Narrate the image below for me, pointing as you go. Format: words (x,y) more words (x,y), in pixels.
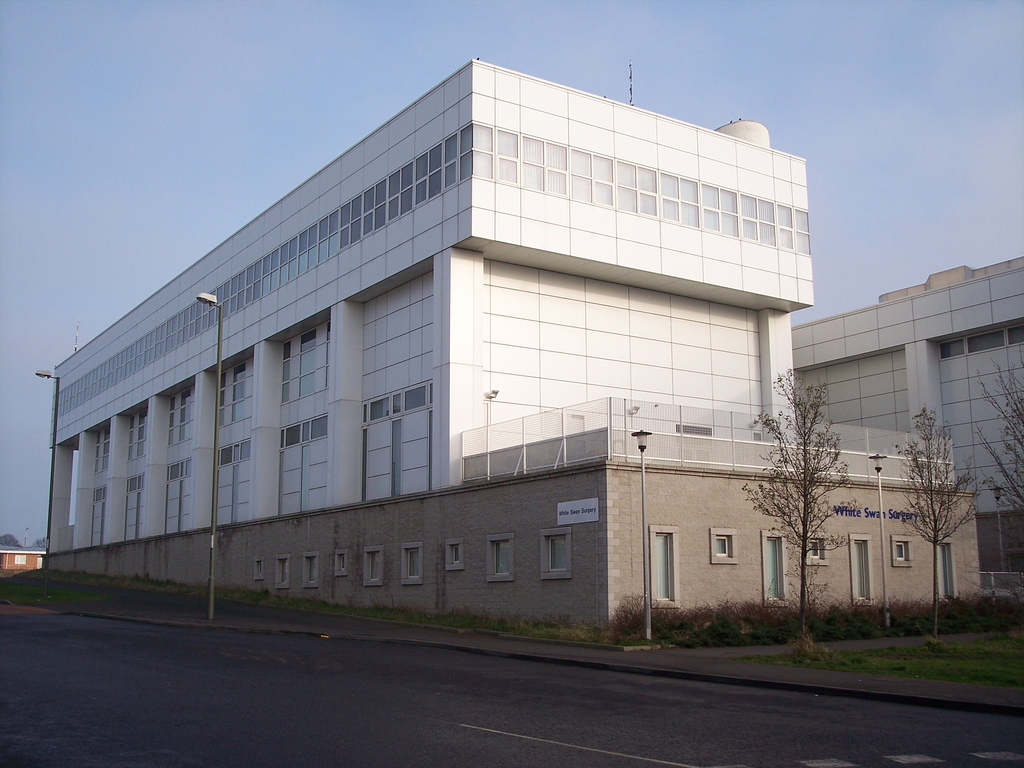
In this image I can see the road (488,721). To the side of the road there are many trees (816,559), poles (1001,540) and buildings (504,118) with windows (658,531). In the background (376,65) I can see the sky (376,65).
